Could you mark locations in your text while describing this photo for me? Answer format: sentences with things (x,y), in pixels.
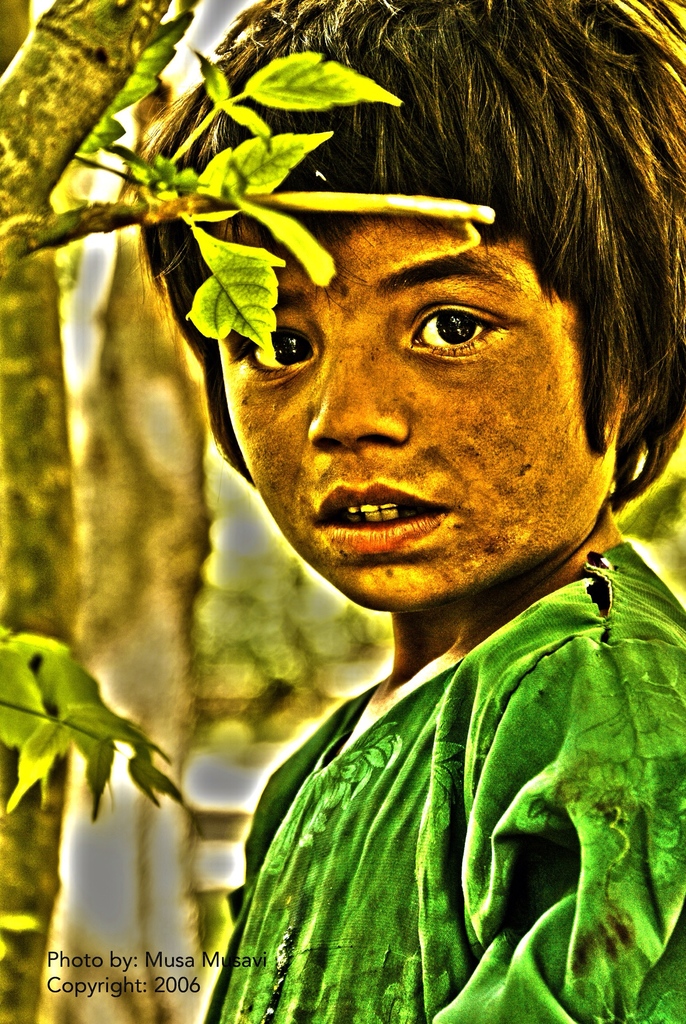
This is an edited image, we can see a person (423,597). Behind the person (377,834) there are trees (157,478) and on the image there is a watermark (156,961).
